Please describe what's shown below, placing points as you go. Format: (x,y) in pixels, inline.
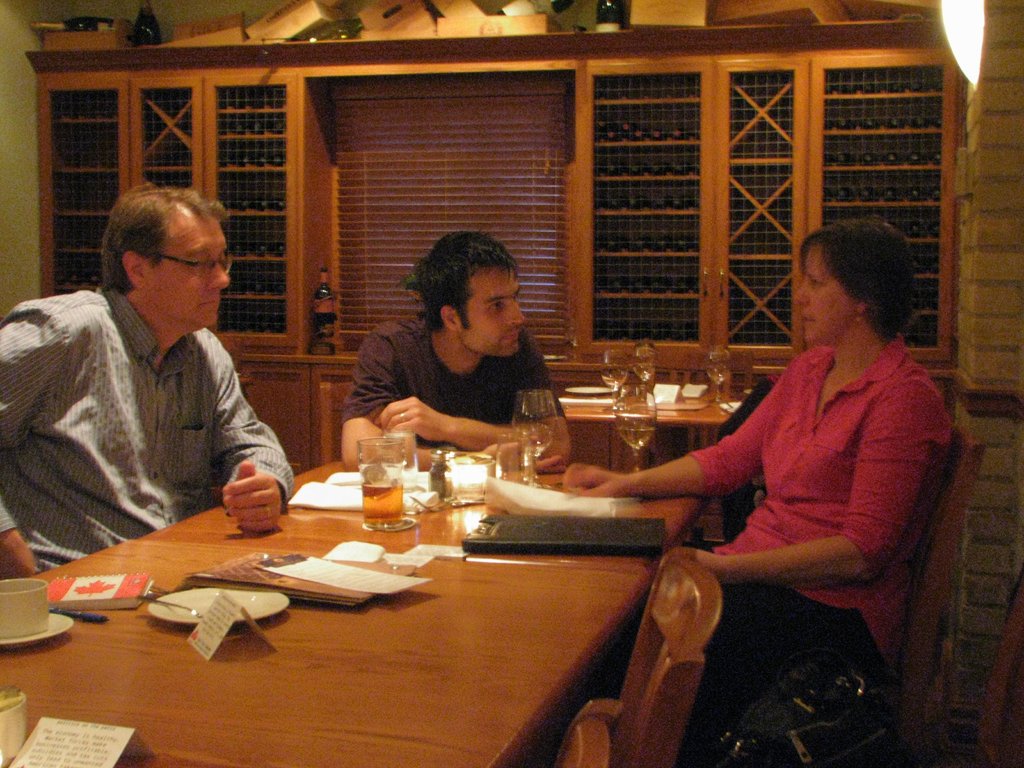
In this image i can see a woman (733,466) and two man (490,388) sitting on a chair (945,511) there are few glasses (403,489), plate (251,593), paper (306,578), book (581,549) on a table (556,573) at the back ground (600,400) i can see a table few glasses (619,365), a window (479,148), and a door (657,179).
